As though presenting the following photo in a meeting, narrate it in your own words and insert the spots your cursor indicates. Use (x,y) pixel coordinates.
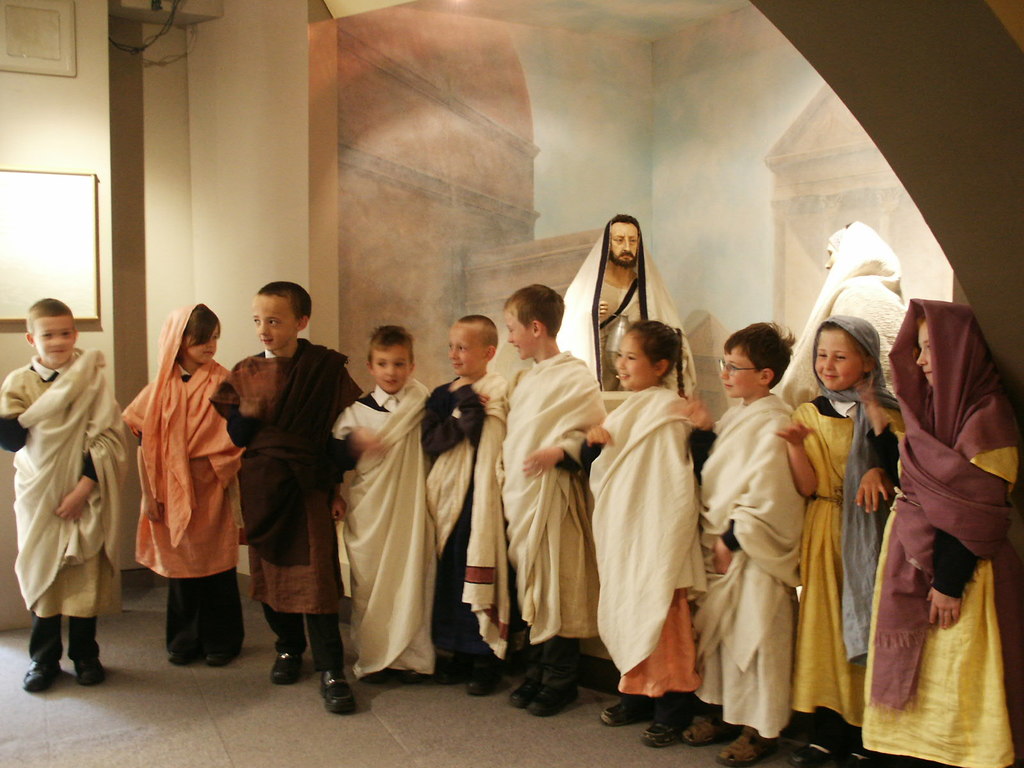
There are group of children (589,411) standing and smiling. They wore the fancy dresses (297,501). These are the sculptures (605,318). I can see the wall painting (481,184) in the background (764,181). This looks like a board (52,213), which is attached to the wall (63,136).
